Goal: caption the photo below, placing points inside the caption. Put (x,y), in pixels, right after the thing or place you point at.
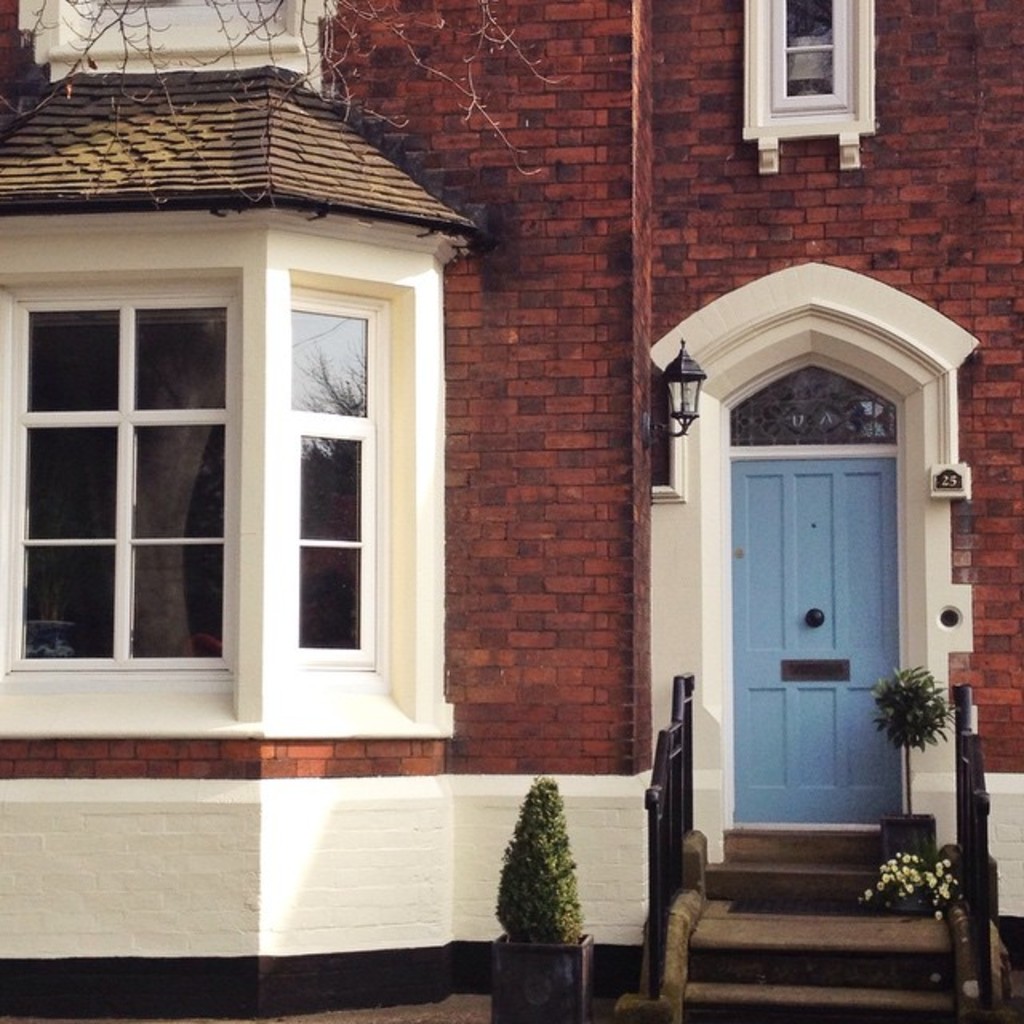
In this picture I can observe a building (410,445). On the left side (50,384) I can observe windows (159,359). On the right side (773,570) there is a blue color door (782,615).
